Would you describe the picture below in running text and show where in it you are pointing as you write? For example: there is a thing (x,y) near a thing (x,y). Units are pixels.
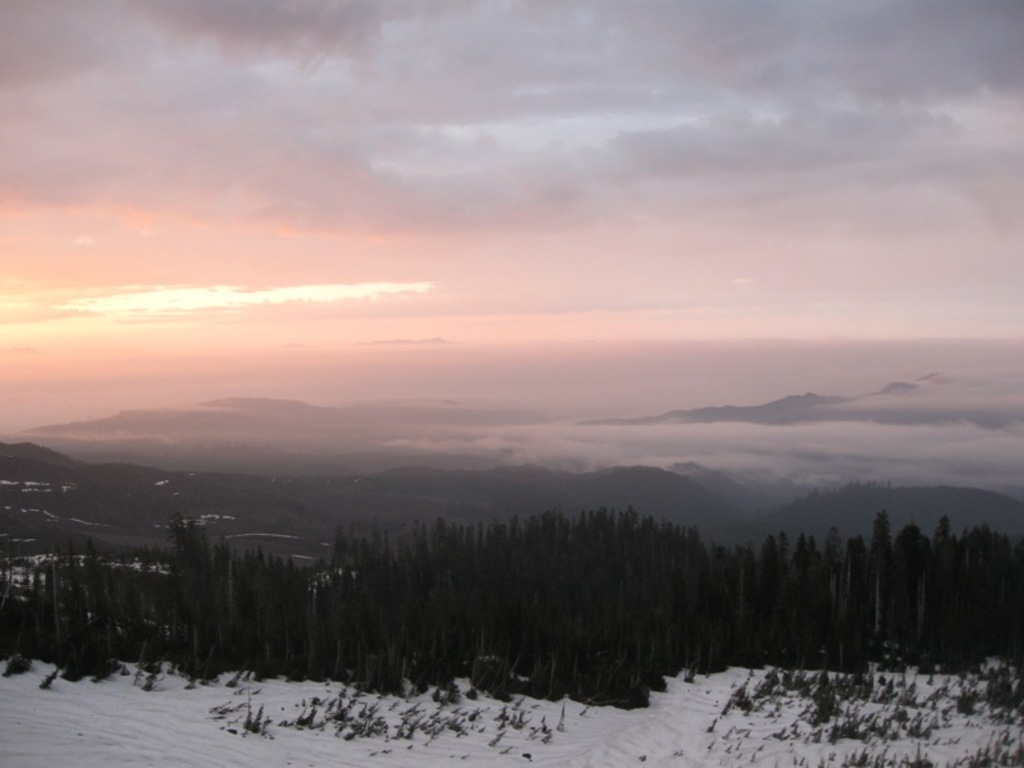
At the bottom (419,724) we can see snow (419,724) on the ground (395,697) and trees (442,629). In the background (302,515) there are mountains (454,482), fog (642,363) and clouds (389,100) in the sky (374,111).
